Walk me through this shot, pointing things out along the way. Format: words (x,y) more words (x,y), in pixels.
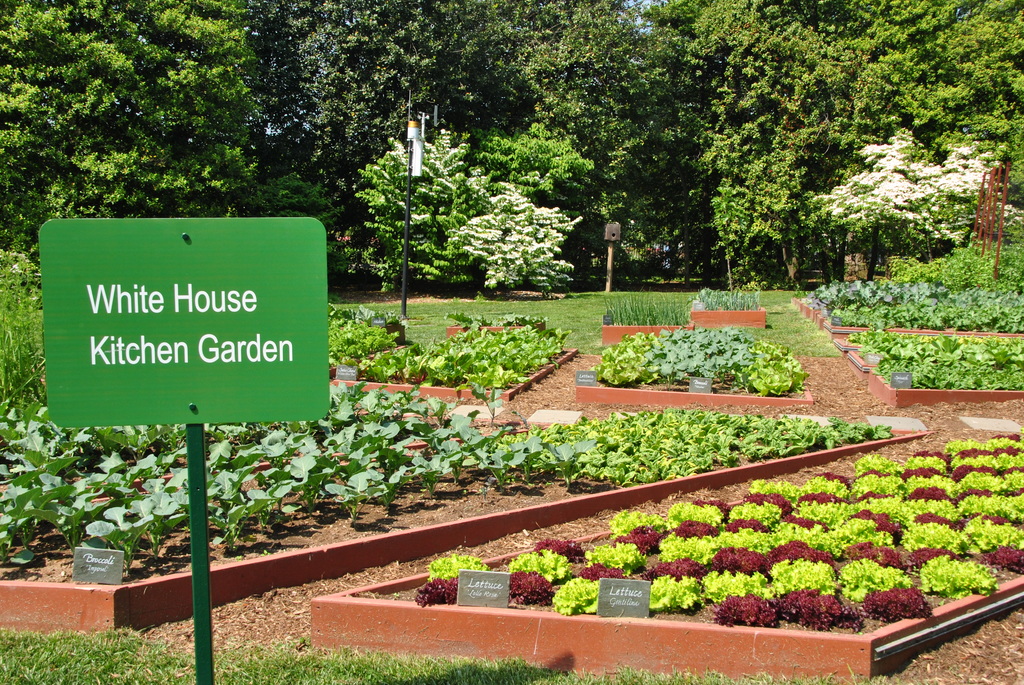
By seeing this image we can say that it is a garden (324,564) in which trees (88,131), grass (561,325), small plants (803,518) and a board (94,262) on which some text (204,308) is written.
